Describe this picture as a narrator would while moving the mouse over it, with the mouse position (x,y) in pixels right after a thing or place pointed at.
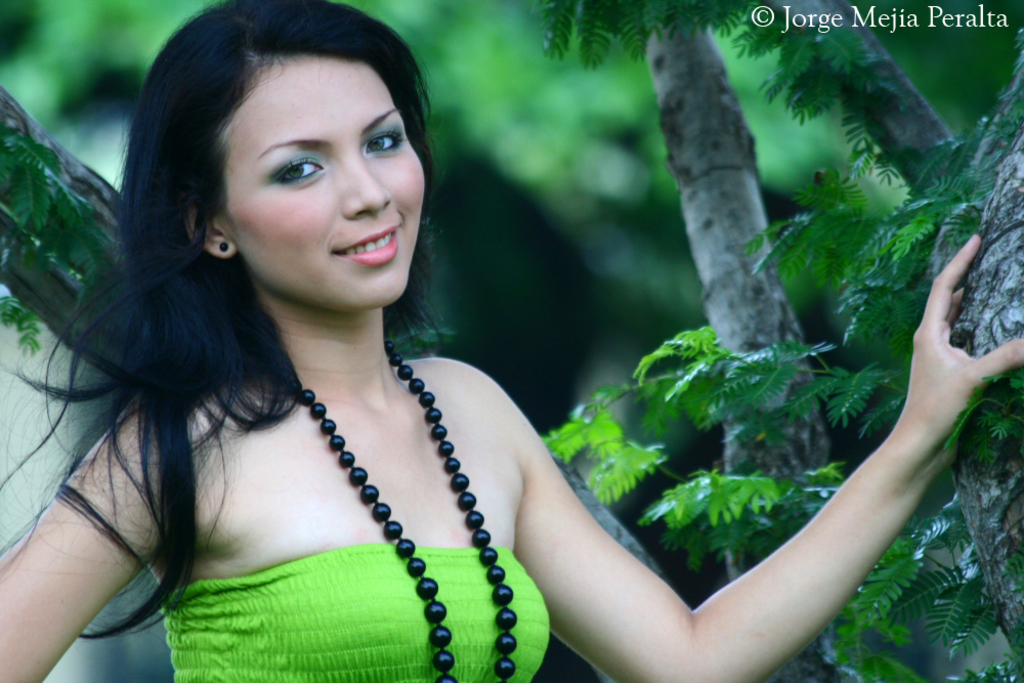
In this image we can see a woman (300,511) smiling and trees (487,204) in the background (739,292).
